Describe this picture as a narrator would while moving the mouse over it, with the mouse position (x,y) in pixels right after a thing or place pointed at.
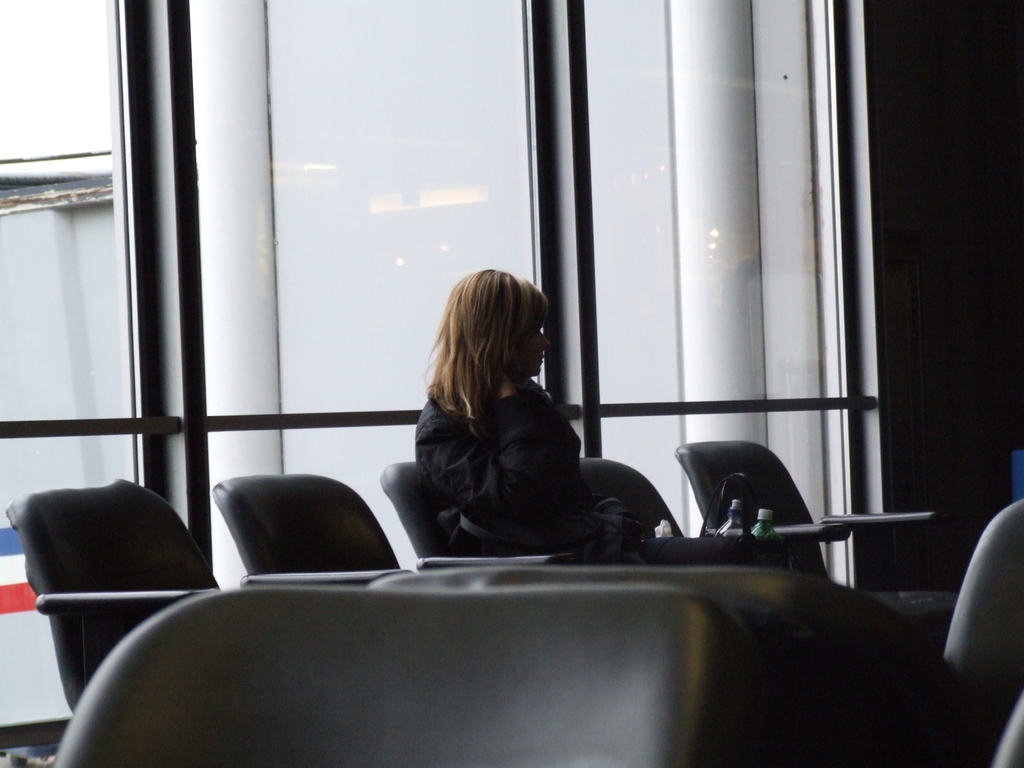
Here we can see a woman (513,313) is sitting on the chair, and at beside here is the hand bag (740,528) and some objects (740,532) on it, and at back (248,228) here is the glass (335,207) and here is the pillar (703,126).
